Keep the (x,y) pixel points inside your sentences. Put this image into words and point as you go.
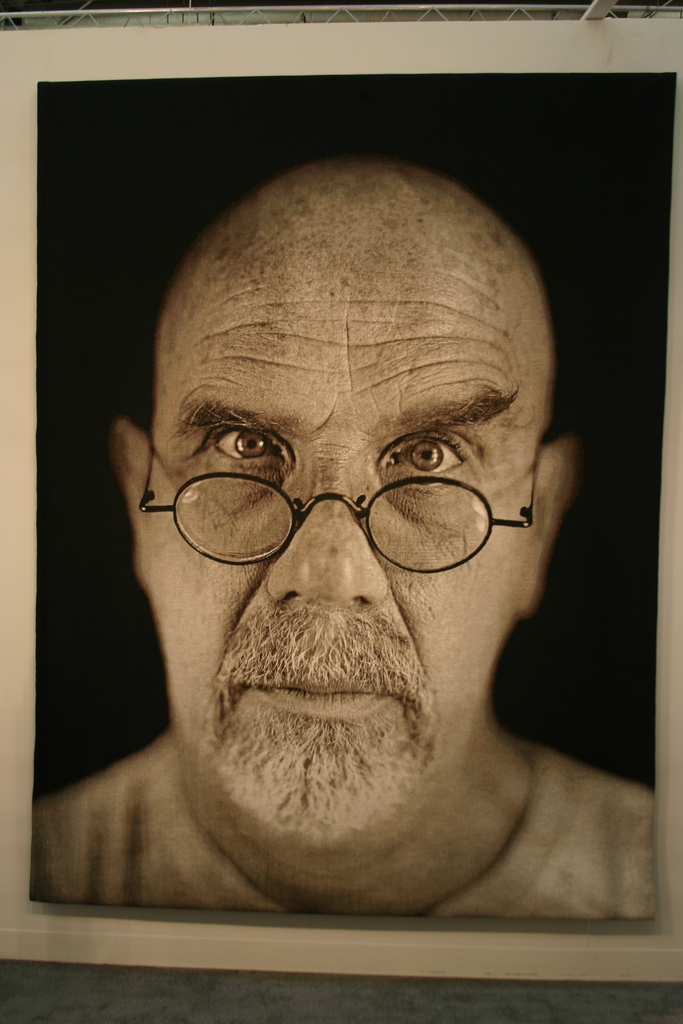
In this image we can see a photo frame (455,601) of a person (585,794) wearing spectacles (457,501).
